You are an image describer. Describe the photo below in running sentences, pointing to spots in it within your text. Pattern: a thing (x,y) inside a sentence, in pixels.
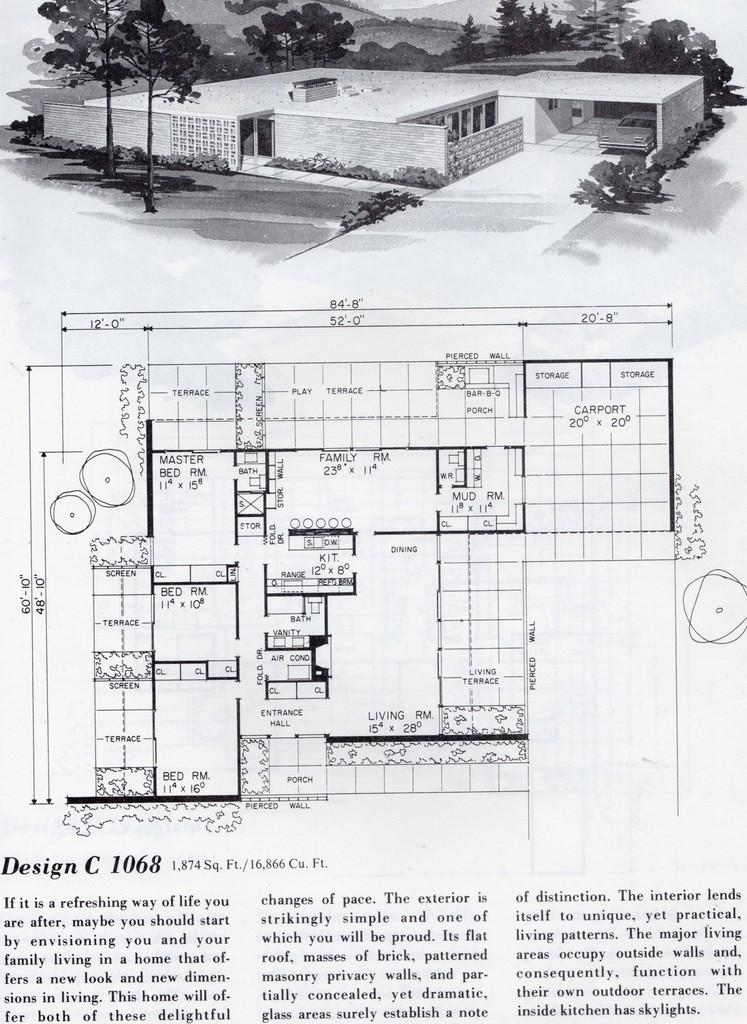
This is a page (651,645) of a book (220,277). In the center of the image (431,444) there is a diagram (386,781). At the bottom (94,976) we can see text (138,923). At the top (201,135) there is a building (213,128), trees (510,41) and hills (439,34).
